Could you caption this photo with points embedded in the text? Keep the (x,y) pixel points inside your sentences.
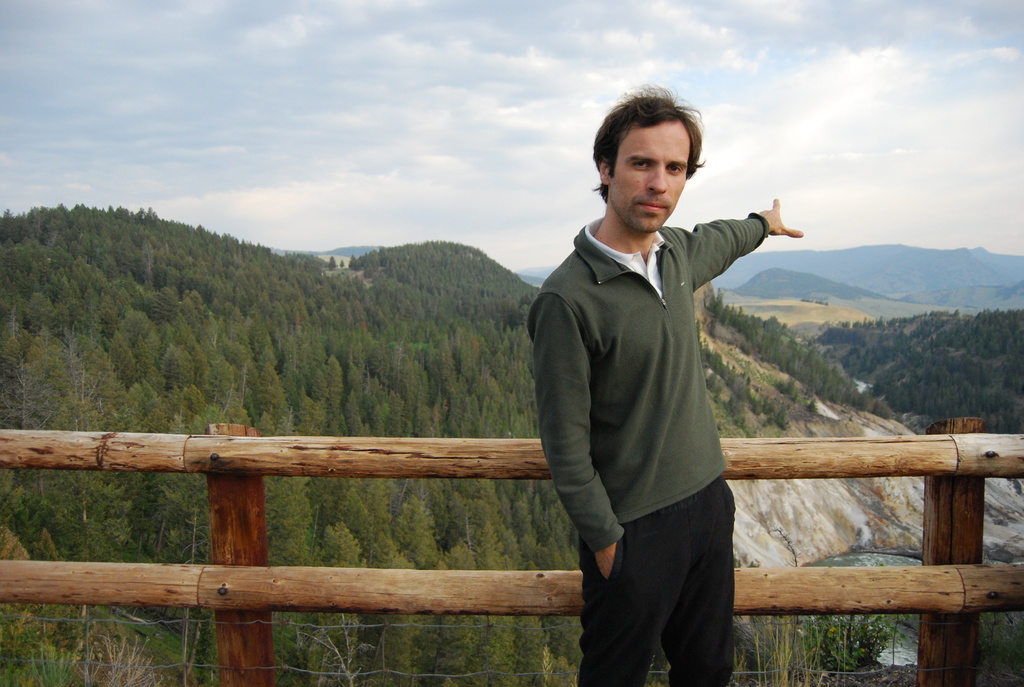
In this picture, there is a man (660,591) towards the right (699,554). He is wearing a green shirt (627,440) and black trousers (691,534). Behind him, there are wooden poles (487,453). In the background (281,392) there are hills (924,424) with trees (916,414), water (866,555) and sky (470,82) with clouds (459,108).
